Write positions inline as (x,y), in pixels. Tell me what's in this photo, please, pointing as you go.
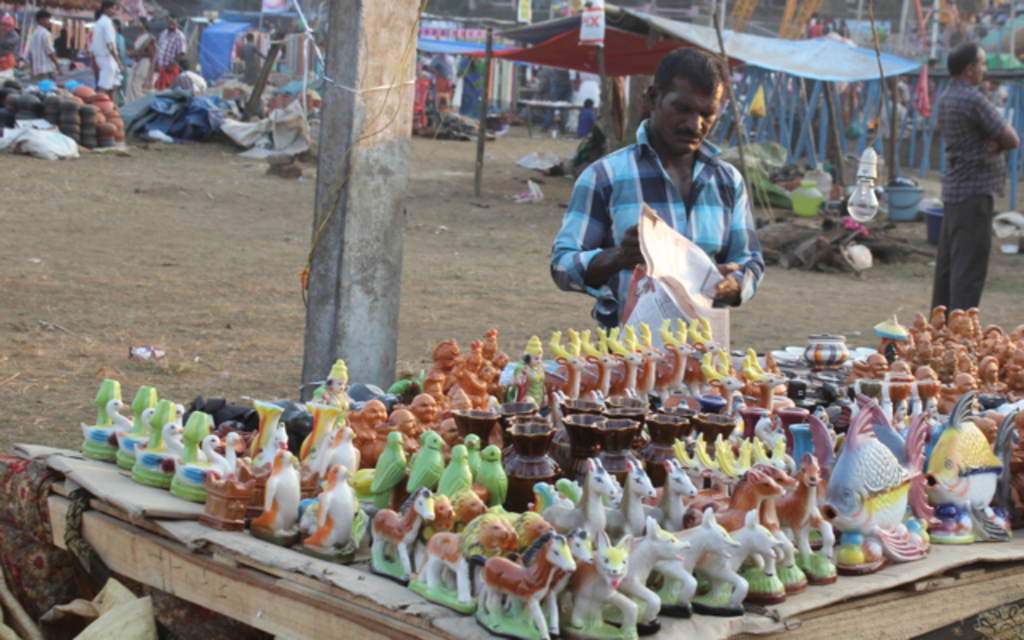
In the image there is a person (646,152) selling idols (747,476) of various animals (637,357) on a cart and behind there are many people (107,69) walking, this seems to be an open-air flea market (592,173).
